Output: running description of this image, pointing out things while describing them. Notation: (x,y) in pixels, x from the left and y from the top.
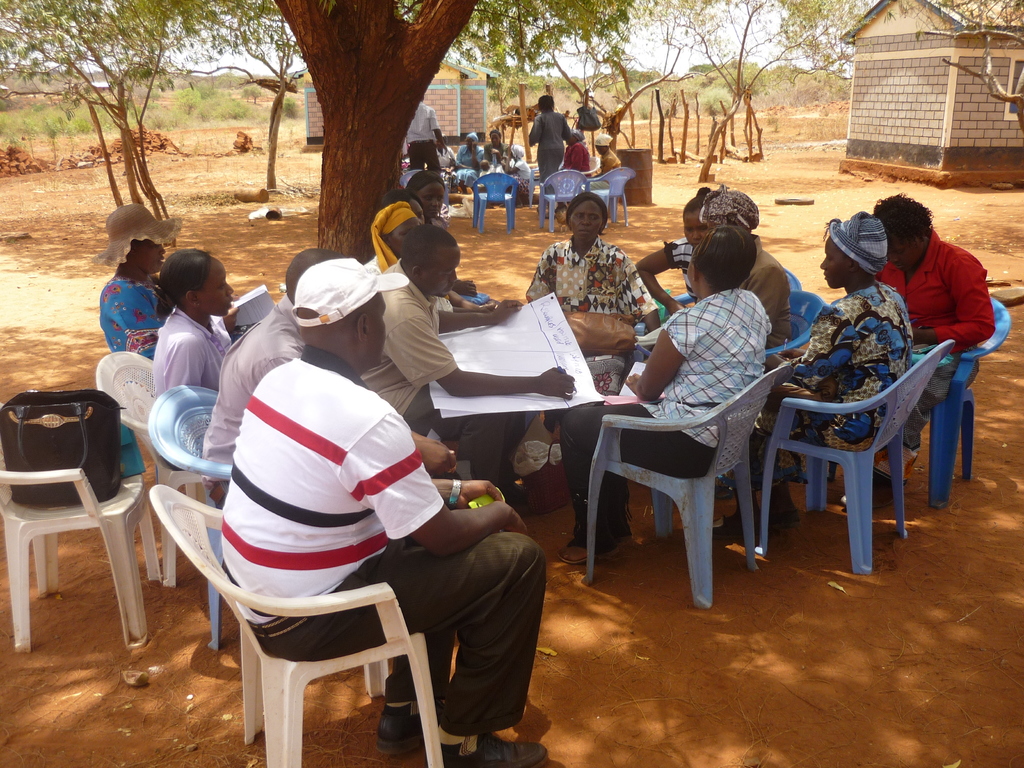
There is a group of a people (371,350). They are sitting on a chair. We can see in background (157,68) trees (150,85) and houses (850,111).
